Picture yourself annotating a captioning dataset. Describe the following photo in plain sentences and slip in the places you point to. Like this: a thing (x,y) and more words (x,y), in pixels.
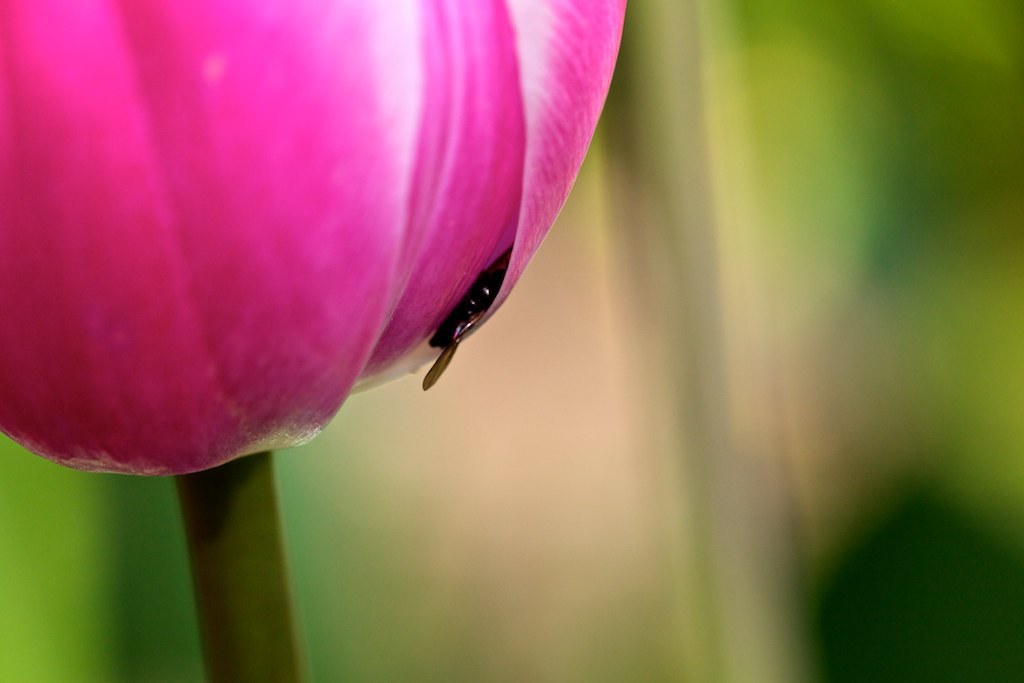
In this picture we can see a flower (413,250) and insect (488,293). In the background (881,253), the image is blur.
